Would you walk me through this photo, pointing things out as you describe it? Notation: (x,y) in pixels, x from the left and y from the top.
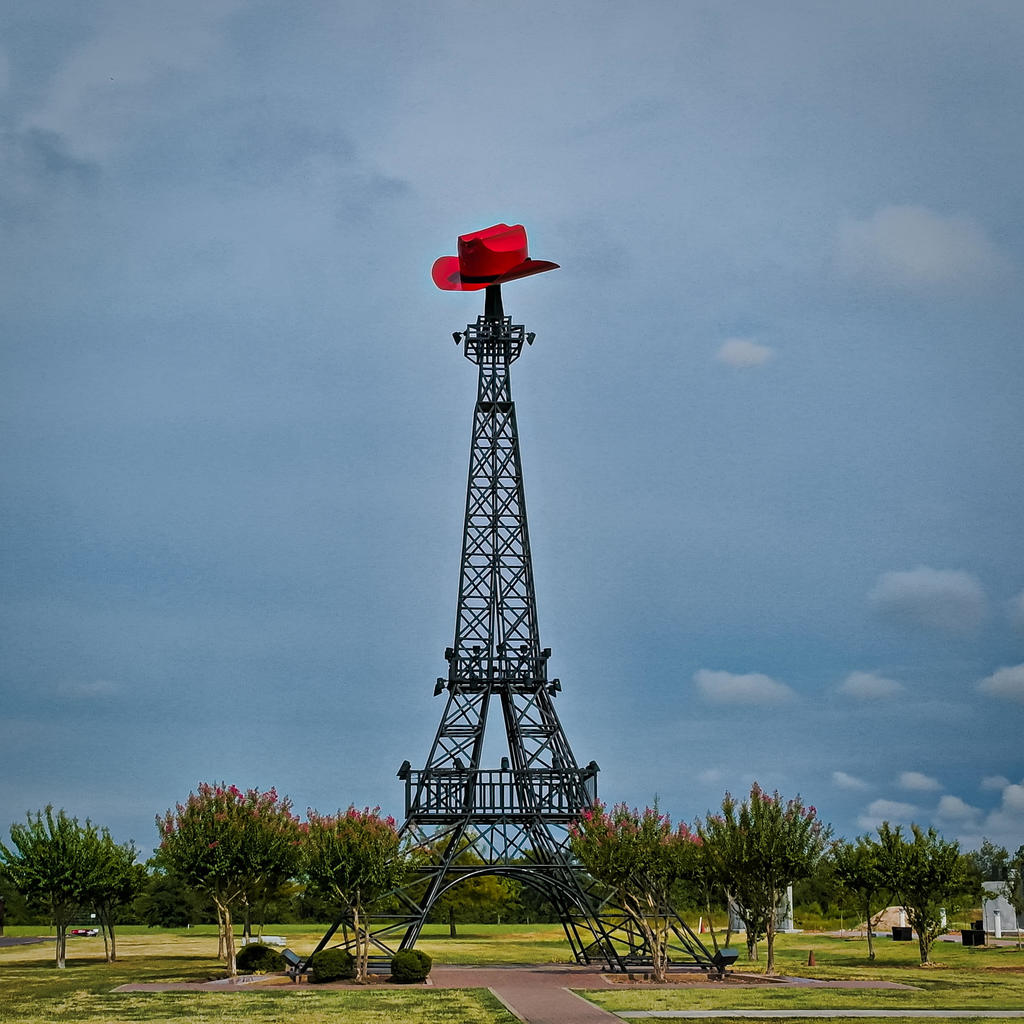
In the center of the image (495,488) there is a tower (540,718) with a red color hat (516,242) on it. In the background of the image (329,842) there are trees (85,859). At the bottom of the image (388,1005) there is grass (355,992). At the top of the image (677,163) there is sky (736,128) and clouds (356,151).
